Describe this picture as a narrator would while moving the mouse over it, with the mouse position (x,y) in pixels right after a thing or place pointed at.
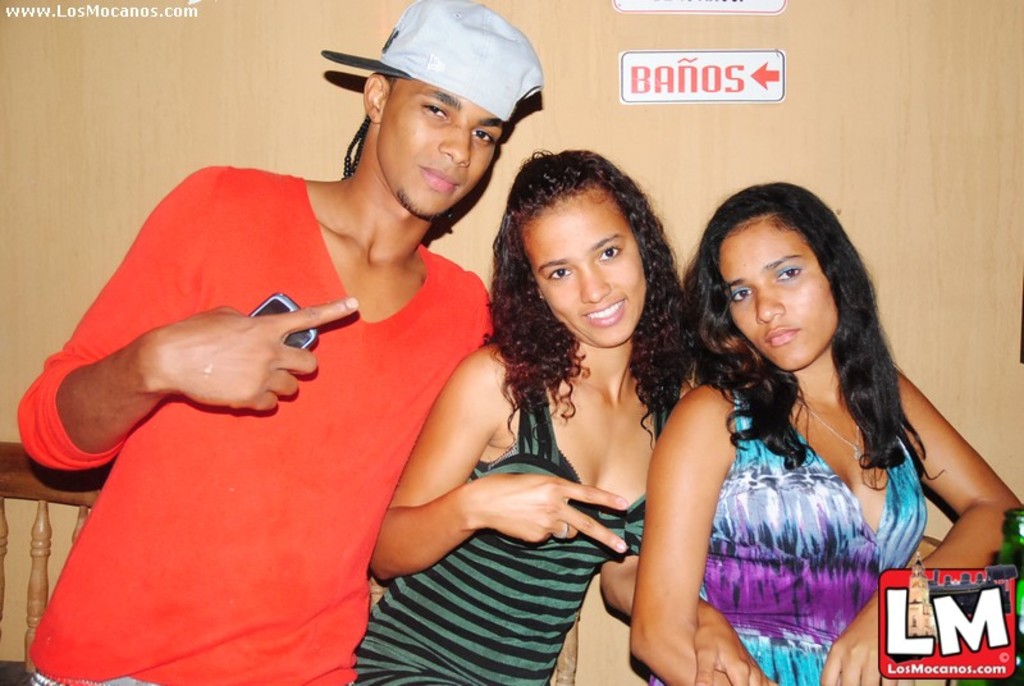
3 people (646,360) are sitting. The person (362,125) at the left (234,283) is wearing a red shirt (145,608) and a cap (462,73). Behind them there is a wooden chair (81,508) and a wall (51,515).
